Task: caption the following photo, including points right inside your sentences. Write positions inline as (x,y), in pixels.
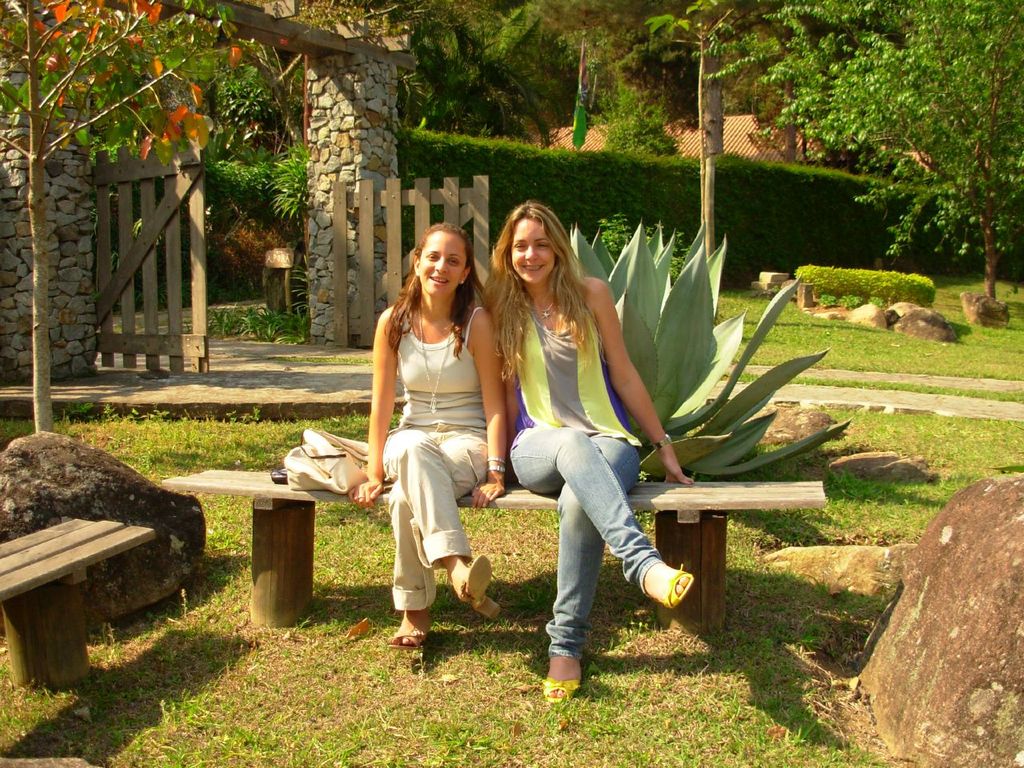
There are two ladies (533,387) sitting on a bench (270,492). On the bench (275,504) there is a bag (332,455). In the left (78,535) there is another bench (53,540). Behind that there is a rock (58,466) and a tree (32,298). Also there is a rock (921,640) on the right (931,655). This is a grass lawn (899,486). In the background (938,110) there are trees (952,102), building (728,139), wooden gates (193,286), bushes (546,182), rocks (919,328).
